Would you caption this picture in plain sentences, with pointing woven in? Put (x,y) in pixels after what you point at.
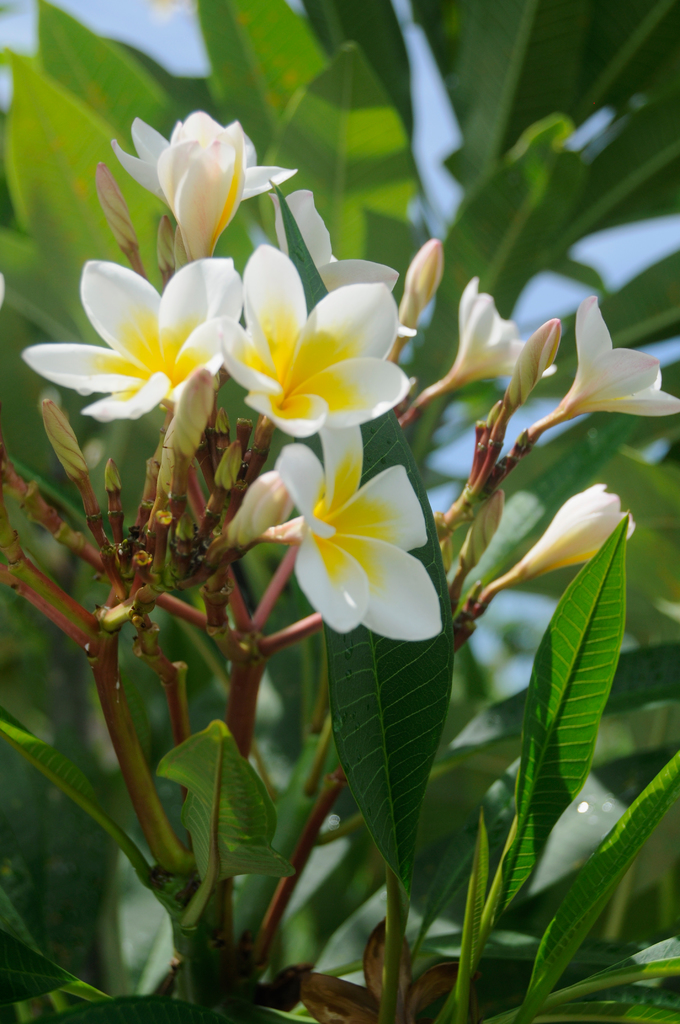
In this image we can see the plants (366,668), flowers (379,501) and the buds (433,255). Behind the plants (377,248) we can see the sky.
